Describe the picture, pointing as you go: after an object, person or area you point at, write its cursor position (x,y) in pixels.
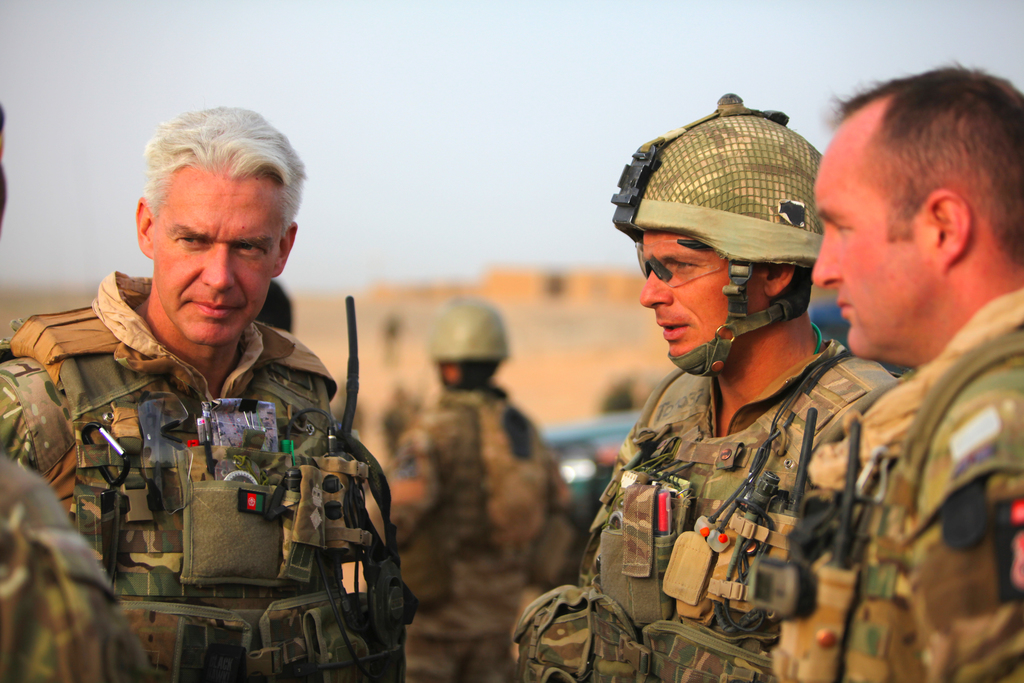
In front of the picture, we see three men (722,460) in the uniform (950,542) are standing. The man (585,580) in the middle (673,430) is wearing the helmet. Behind them, we see a man (520,433) in the uniform (507,429) is standing and he is wearing the helmet (485,339). Beside him, we see a vehicle (599,448). At the top (453,80), we see the sky (332,129). This picture is blurred in the background (423,303).
